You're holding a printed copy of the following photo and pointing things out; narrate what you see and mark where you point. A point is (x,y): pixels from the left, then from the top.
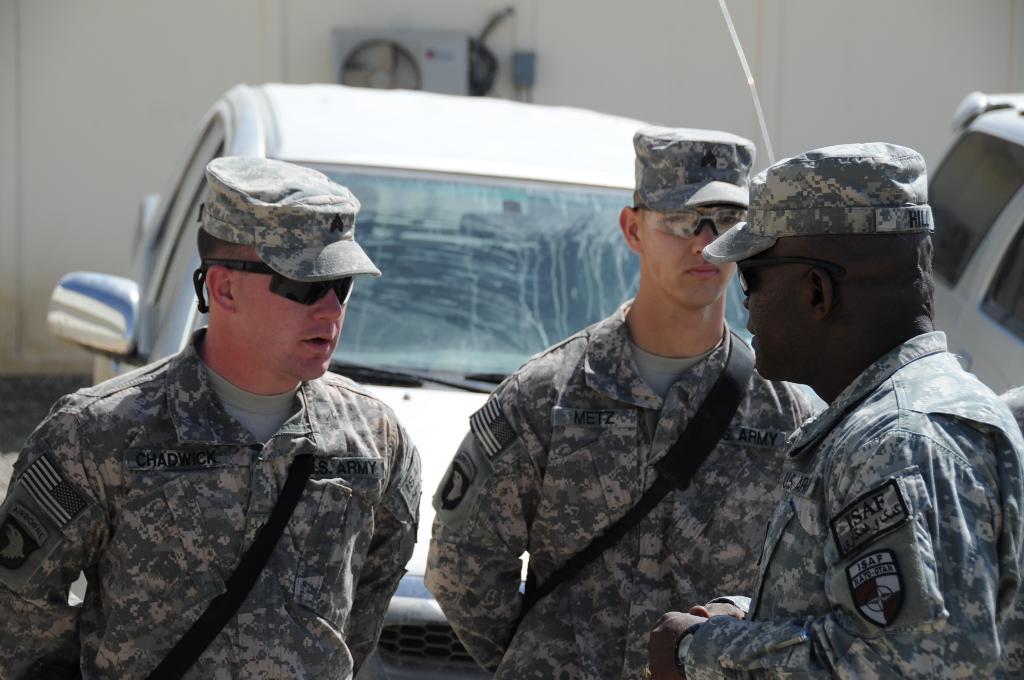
In this image, we can see a few people (317,311) wearing spectacles (304,291), caps (304,276) are standing. We can see a few vehicles (534,258). We can see the wall (507,45) with some object (411,48). We can see the ground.
